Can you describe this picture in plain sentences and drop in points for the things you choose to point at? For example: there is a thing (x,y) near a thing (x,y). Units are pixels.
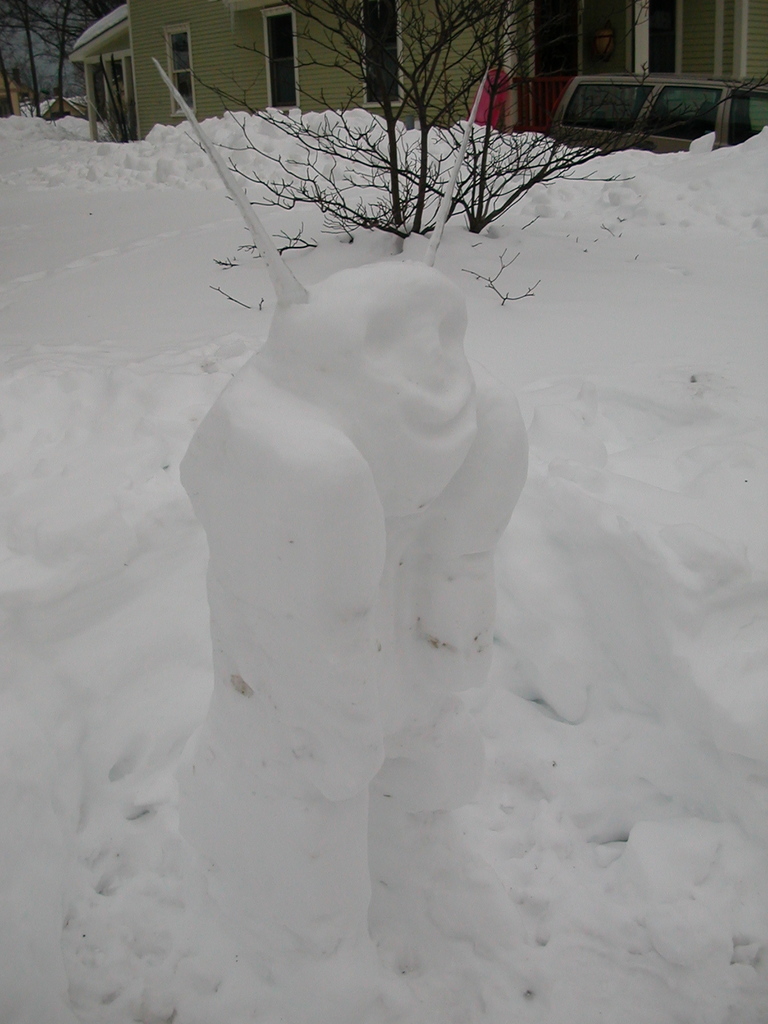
In this image, we can see a snow statue (321,767) on the snow (244,955). Top of the image (489,147), we can see trees (303,242), house (280,36), wall (329,91), windows (682,100), vehicle (585,132).
